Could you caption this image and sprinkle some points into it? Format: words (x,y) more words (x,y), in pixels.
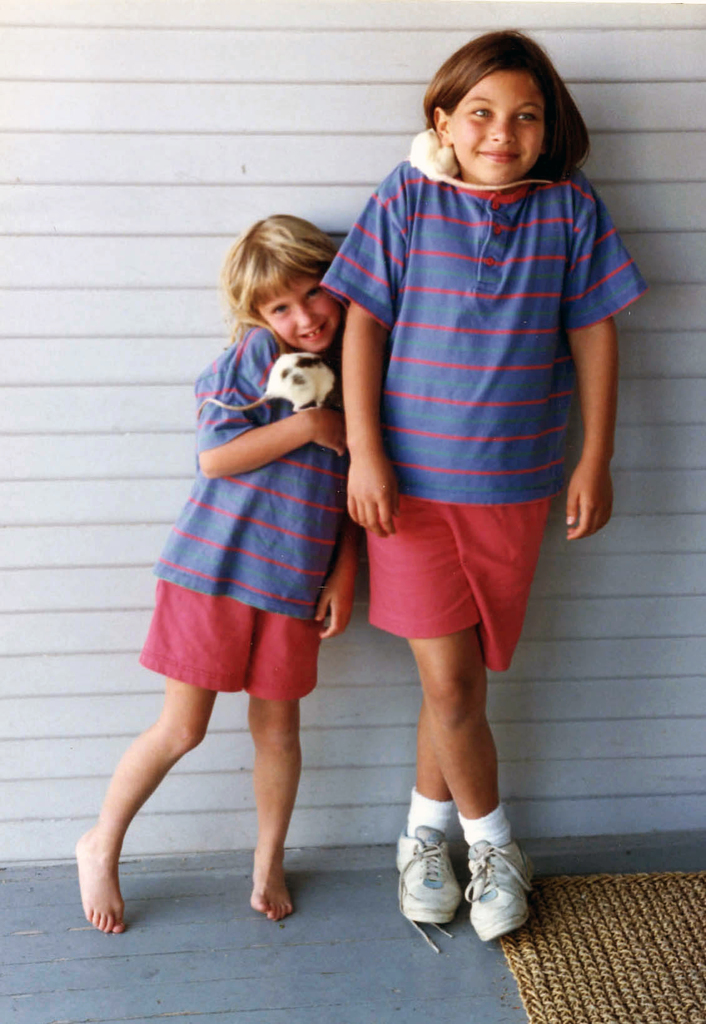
In this picture there are two persons (497,560) standing and smiling. At the back (250,122) there is a wall (168,406). At the bottom (675,956) there is a mat (644,902). On the left side of the image (121,807) there is a person (283,557) standing and holding the rat (319,382).
